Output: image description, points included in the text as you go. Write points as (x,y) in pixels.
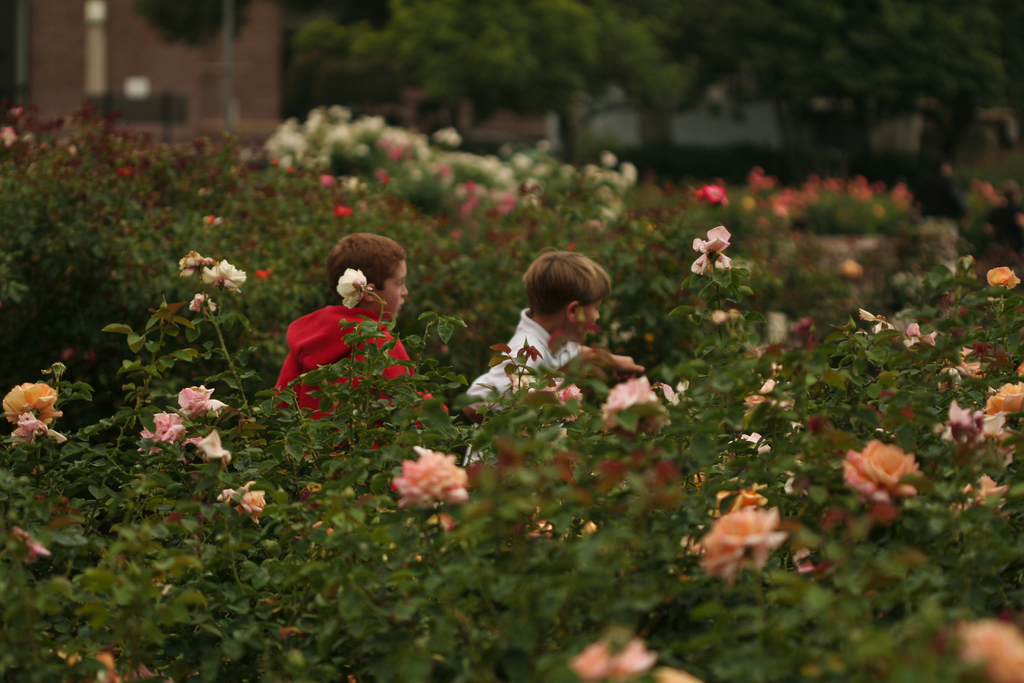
In this picture we can see two kids (385,310). At the bottom of the image (457,514), there are flowers (441,466) to the plants (458,403). At the top of the image (414,78), there are trees (554,63), buildings (114,49) and a pole (225,32).
